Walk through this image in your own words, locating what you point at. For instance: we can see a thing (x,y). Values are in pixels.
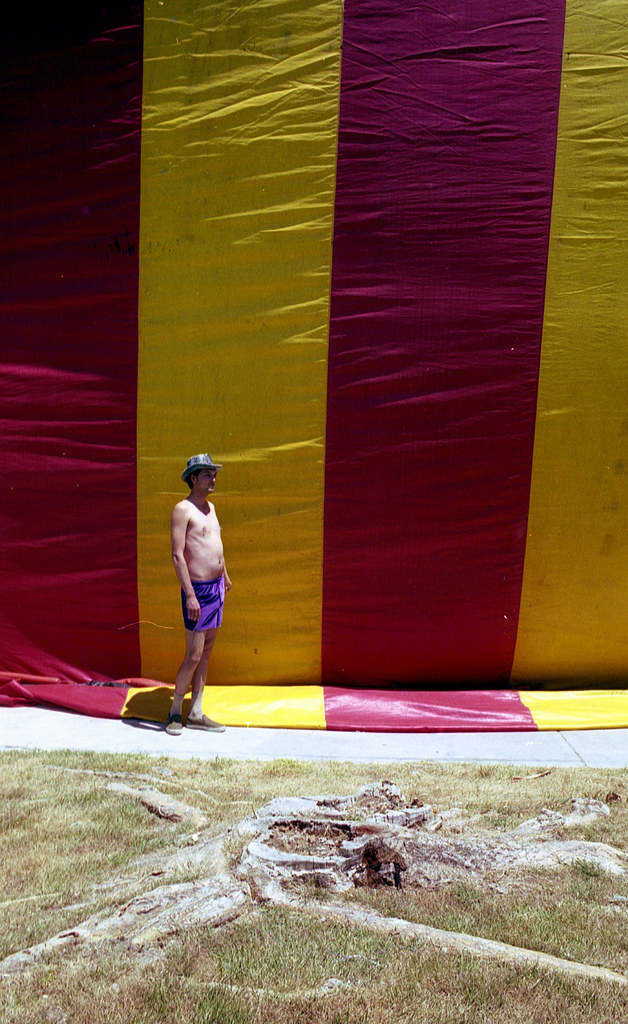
In this image I can see a man (198,698) standing on the floor (199,739), behind him there is a curtain (279,711) and in-front of him there is so much of grass (136,997).
